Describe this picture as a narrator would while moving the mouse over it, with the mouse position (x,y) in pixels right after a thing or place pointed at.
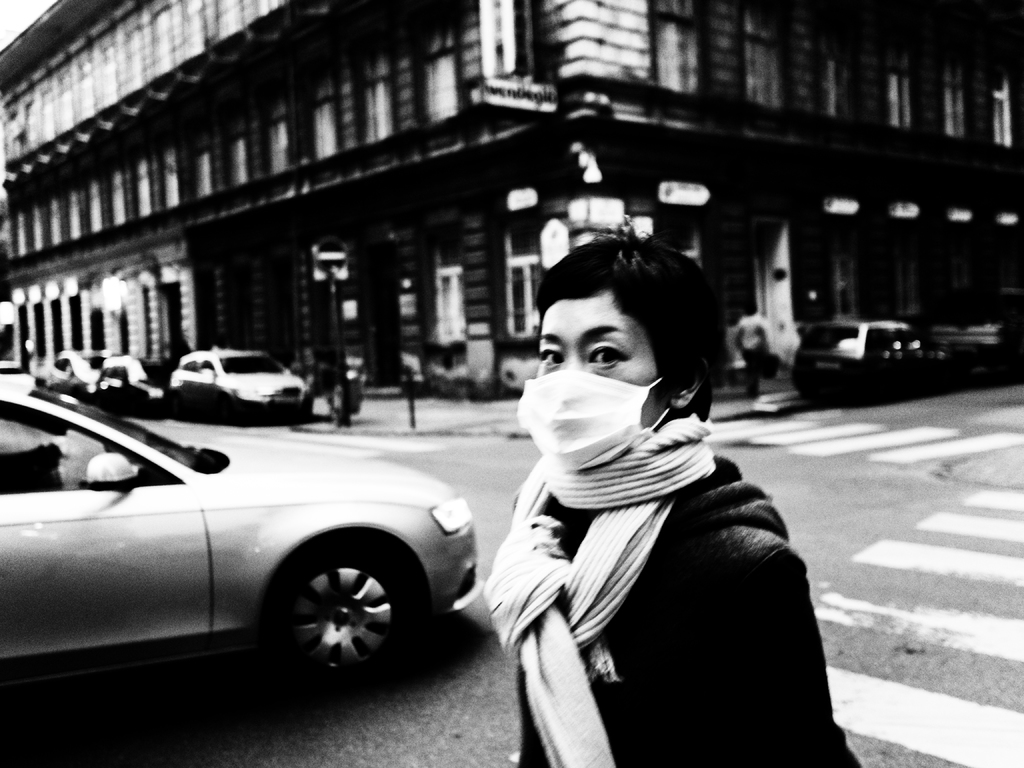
In this picture we can see people (634,523), few vehicles (267,396) and a building (471,206), in the middle of the image (654,463) we can see a woman (574,428), she wore a mask (537,408), and it is a black and white photography.
